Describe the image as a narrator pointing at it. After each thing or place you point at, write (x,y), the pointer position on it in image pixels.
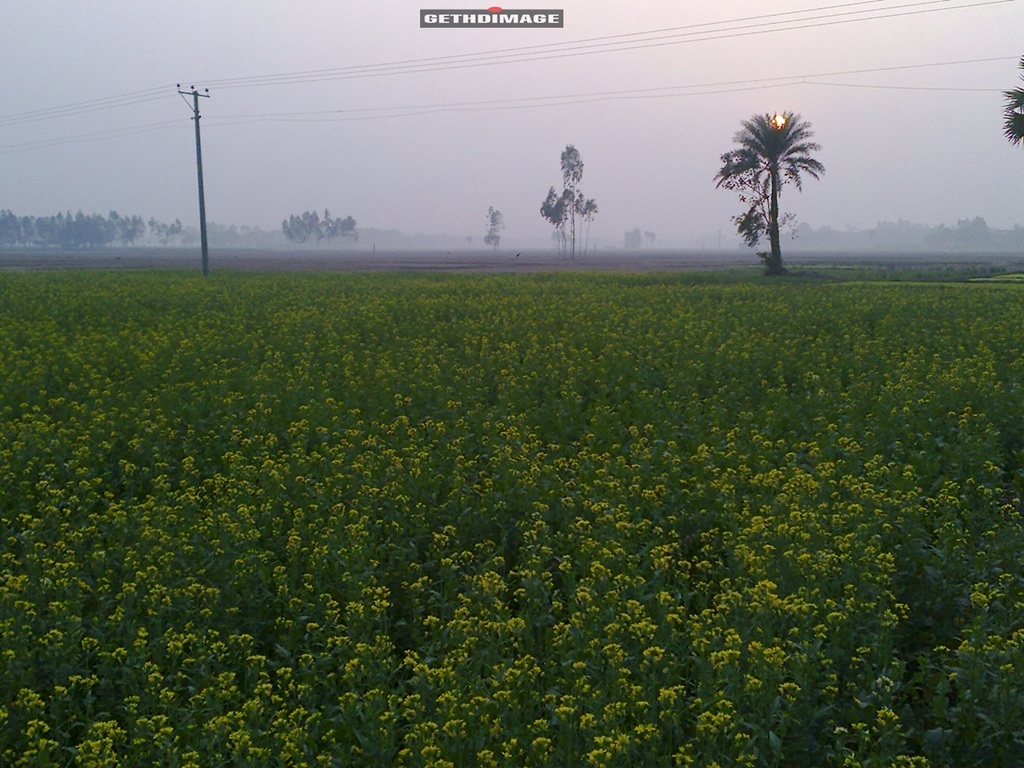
In this picture we can see plants (489,463) and an electric pole (200,148) with the cables (195,86). Behind the pole (202,221) there are trees (28,223) and a sky (688,119).
